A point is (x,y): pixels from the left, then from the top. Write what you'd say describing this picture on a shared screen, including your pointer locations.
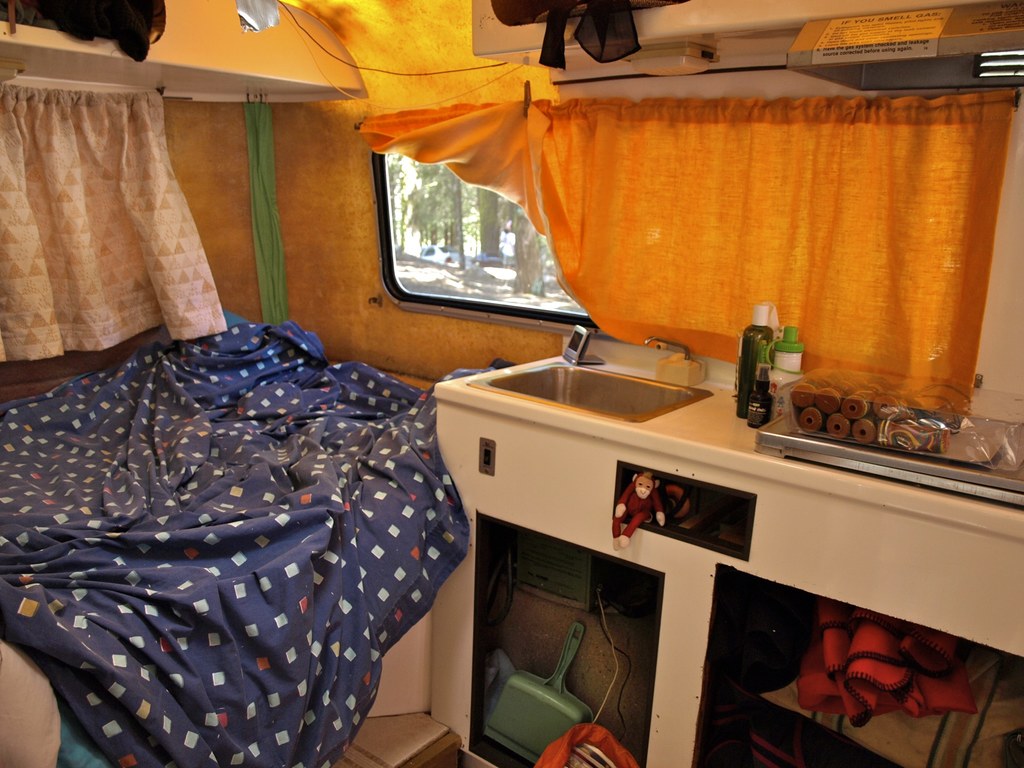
This is a picture of inside of a vehicle (234,203) in this image we could see some bed (107,646), table (535,456), wash basin (568,407) and under the table (678,699) there are some objects (501,652). And on the table (900,505) there are some bottles (742,363), soap (700,372) and some cookies (867,427) and a plastic cover (809,375). And in the background (488,226) there is a window (510,205) and some curtains (522,201) and through the window (464,255) we could see some trees (485,224), and at the top (78,15) there are some clothes (130,4).
